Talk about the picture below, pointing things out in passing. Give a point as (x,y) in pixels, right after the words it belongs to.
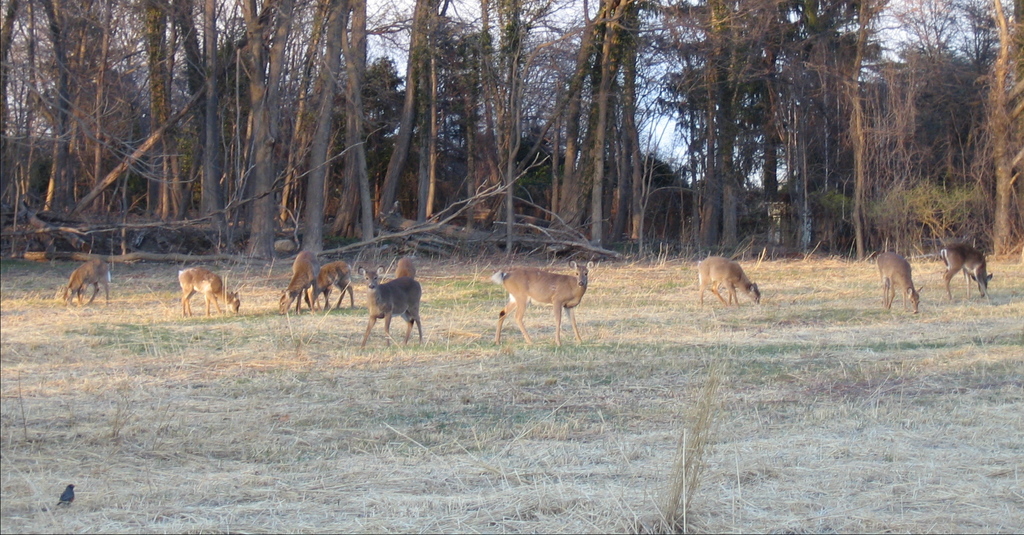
There are animals (556,339) present on a grassy land (277,293) as we can see in the middle of this image (559,267). We can see trees (533,167) in the background (688,175).
